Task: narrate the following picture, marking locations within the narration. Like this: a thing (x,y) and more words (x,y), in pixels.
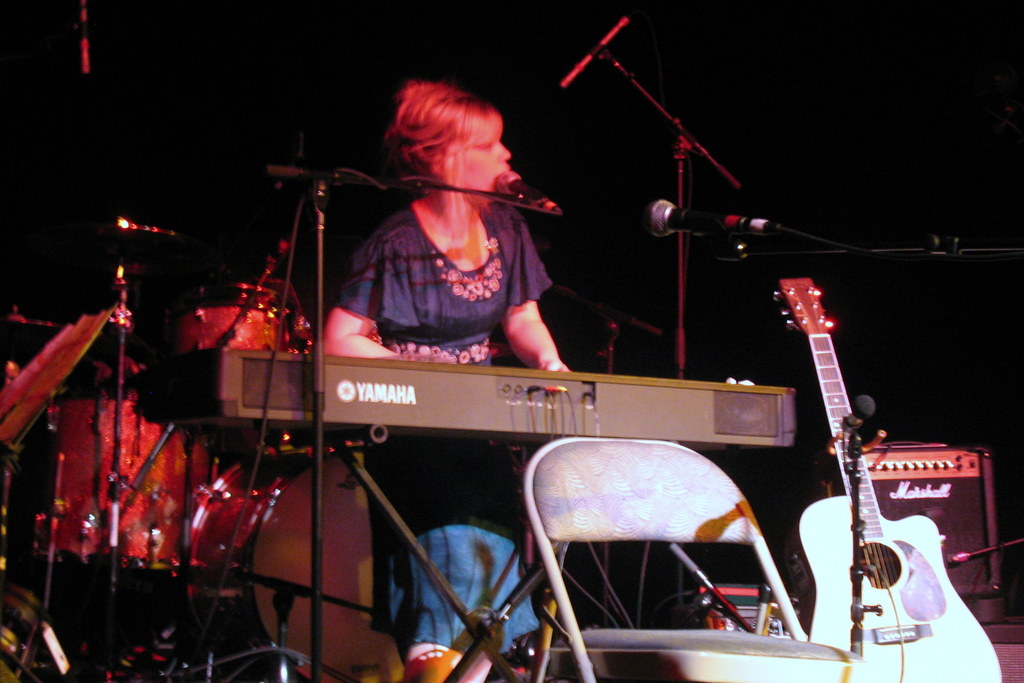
There is a woman (527,274) playing piano (795,398) and singing a song in the microphone (529,200). There a guitar (887,539) placed opposite to that and there a chair (696,521) placed open.
